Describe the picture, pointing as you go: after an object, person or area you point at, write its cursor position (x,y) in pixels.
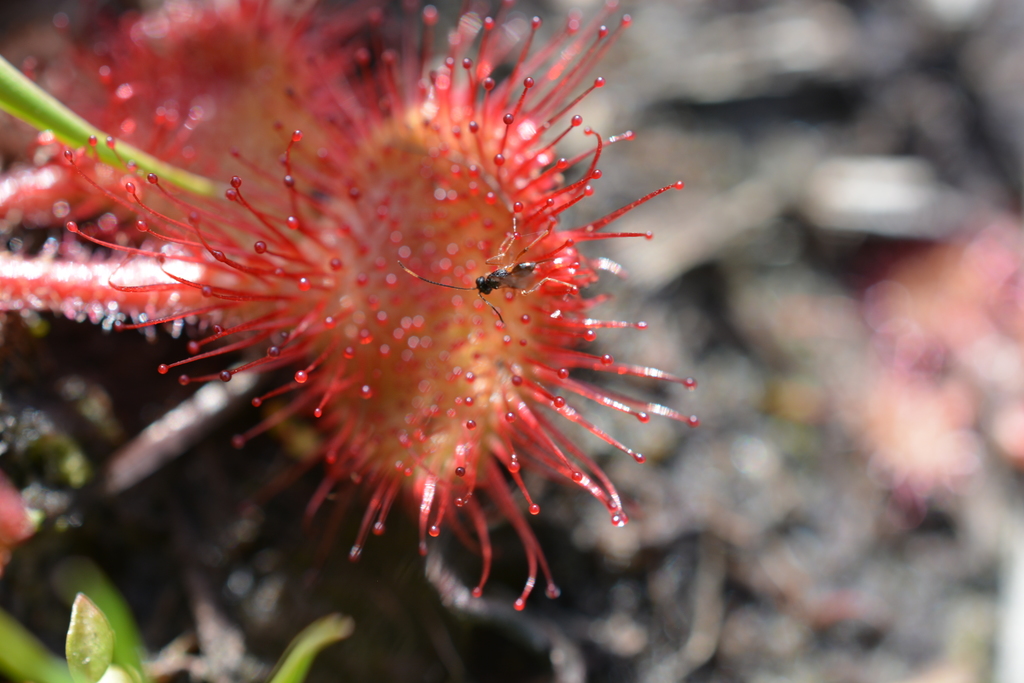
There is a red color flower (328,254). On that there is an insect (526,282). In the background (499,541) it is blurred.
